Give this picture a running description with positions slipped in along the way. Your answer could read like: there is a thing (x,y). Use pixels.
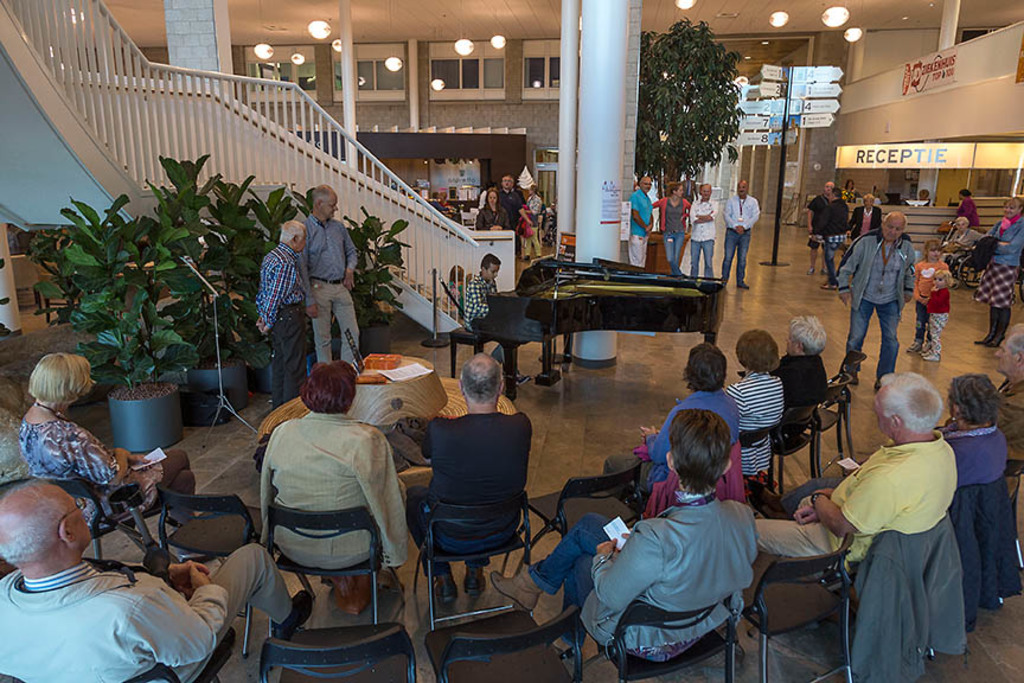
In this picture we can see some people (450,484) sitting on chairs (110,520), there are some people (1003,223) standing in the background (669,210), we can see a piano (622,285) here, on the left side (174,326) there are some plants (206,303), we can see lights (783,25) at the top of the picture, there are some boards (806,113) here, we can see a pillar (608,150) in the middle (611,229).
